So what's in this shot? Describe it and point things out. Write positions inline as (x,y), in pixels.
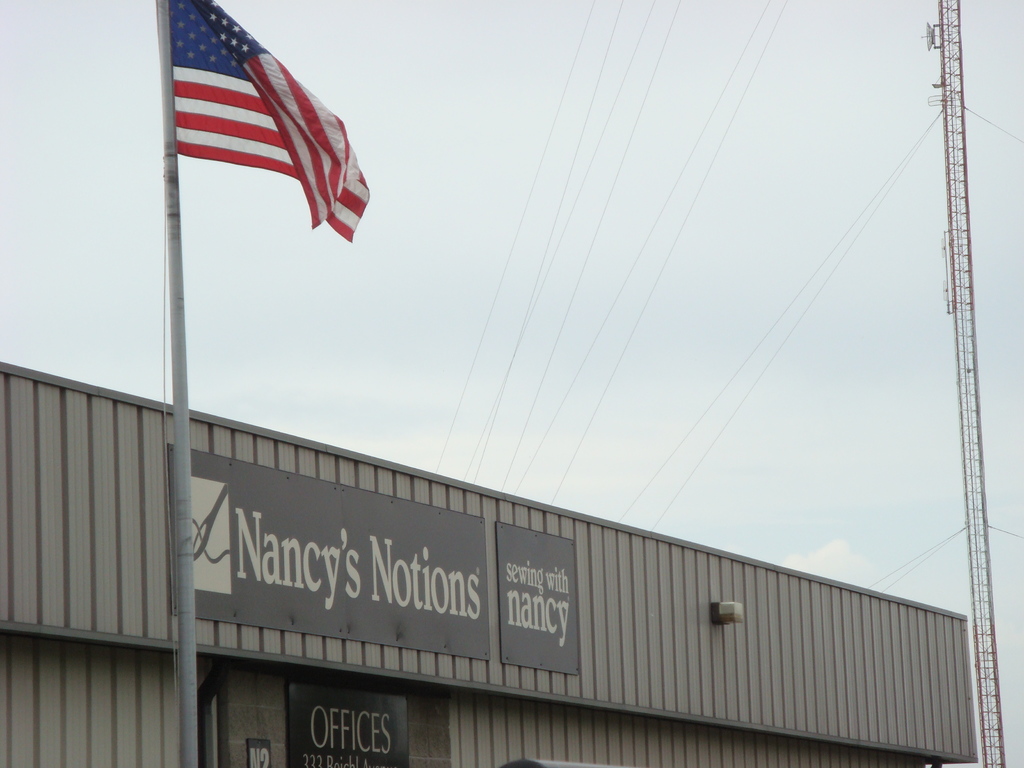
In this picture, there is a flag (298,176) with a pole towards the left (289,139). At the bottom (550,598), there is a building (157,613) with boards (330,736). On every board (548,555), there is a text (459,592). Towards the right (972,477), there is a pole (939,82) with wires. In the background (630,203), there is a sky (479,293).
